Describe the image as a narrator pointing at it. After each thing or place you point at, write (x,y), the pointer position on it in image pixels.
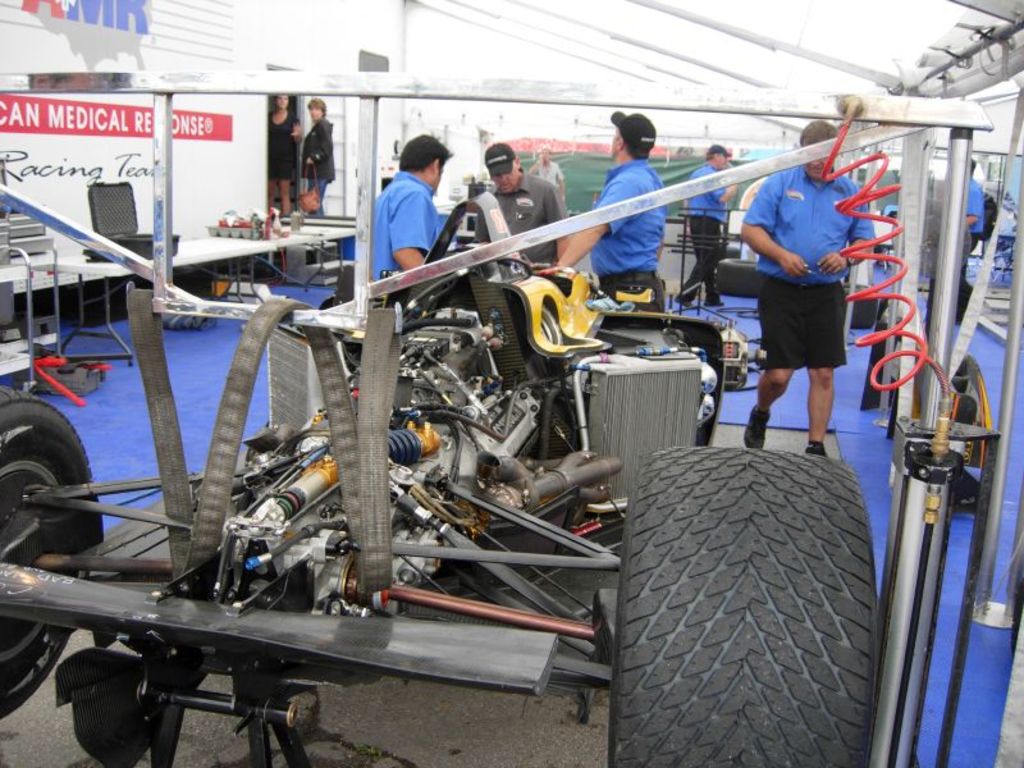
In this image I can see the ground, a car (551,320) which is yellow in color, the engine (472,352) of the vehicle (422,382), few persons (499,199) wearing blue and black colored dresses (410,191) are standing, the white colored shed (233,141), few persons (274,100) standing in it, few wires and few other objects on the floor (744,322), few tables (75,263) with few objects (126,224) on it, few metal rods (164,236) and the roof (556,49) in the background (561,58).
